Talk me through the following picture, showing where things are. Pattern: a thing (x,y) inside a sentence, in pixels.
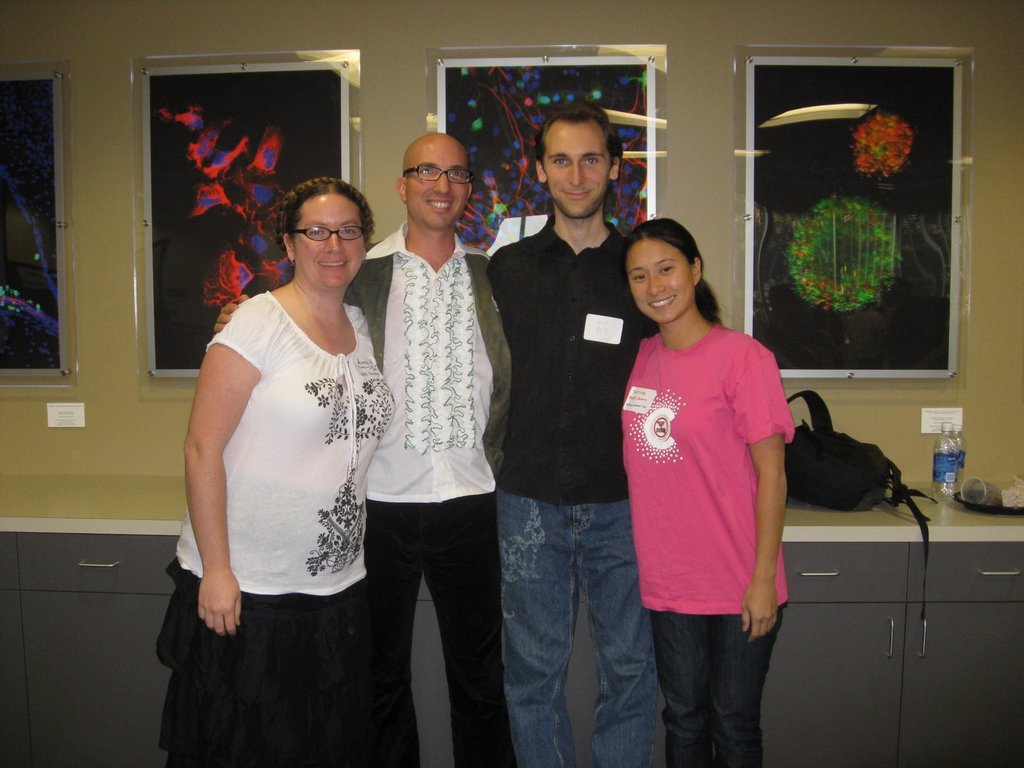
In this image there are four persons (471,489) standing, they are truncated towards the bottom of the image (455,712), there are photo frames (186,150), there is a photo frame (28,179) truncated towards the left of the image (25,156), there are objects (871,499) truncated towards the right of the image (919,488), there are cupboards (890,616) truncated towards the bottom of the image (897,680), at the background of the image (113,233) there is the wall (116,320) truncated, there are objects (72,411) on the wall (153,441).
